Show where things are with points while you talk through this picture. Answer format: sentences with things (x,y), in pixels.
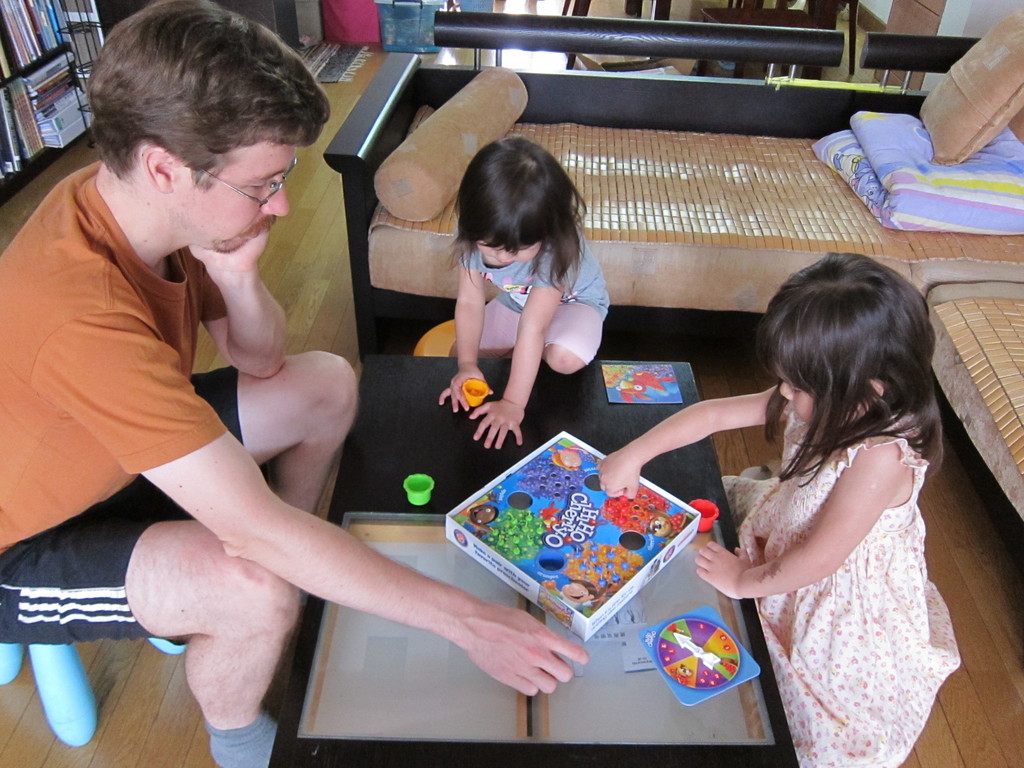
I can see there are three persons (170,380) among them a man (258,372) and two children (511,304) in front of a table (446,654).
